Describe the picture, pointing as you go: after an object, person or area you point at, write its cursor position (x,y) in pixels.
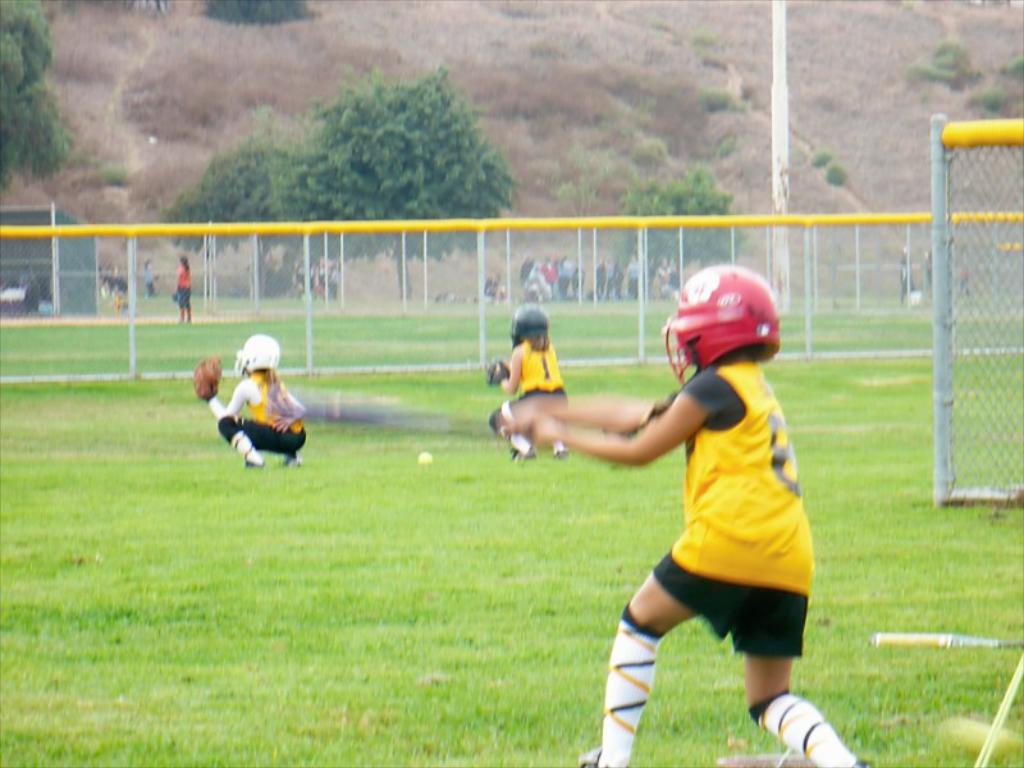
In this picture there is a person (843,762) with red helmet (778,343) is holding the bat (378,409) and there are two persons (266,412) squatting. There are group of people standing behind the fence (220,267) and there are trees (387,129) and there is a shed (68,294) and pole (780,194). On the right side of the image (1010,381) there is a fence (963,291). At the bottom (989,642) there is a ball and bat (989,642) on the grass (372,523).
